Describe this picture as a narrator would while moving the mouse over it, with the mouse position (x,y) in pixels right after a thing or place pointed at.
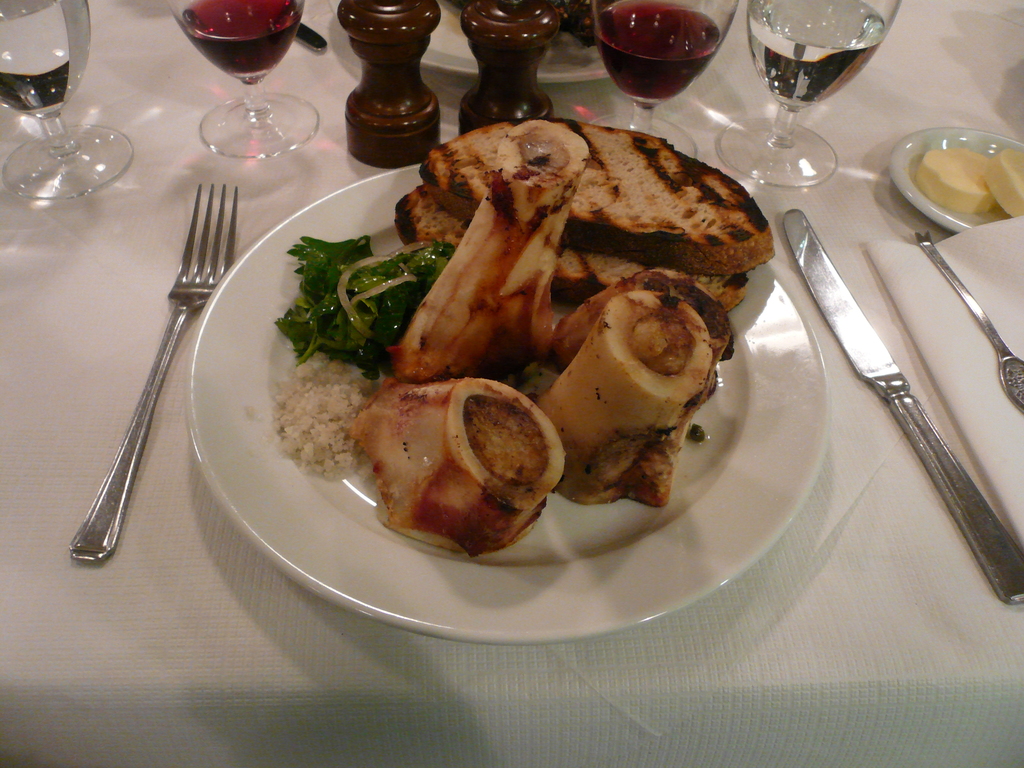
Here I can see a table (290,670) which is covered with a white color cloth (207,676). On the table (189,692) there is a plate (265,367) which consists of some food items (553,351). Along with the plate (771,386) I can see the forks (214,243), wine glasses (723,25), a bowl (924,149) and some other objects (521,101).
